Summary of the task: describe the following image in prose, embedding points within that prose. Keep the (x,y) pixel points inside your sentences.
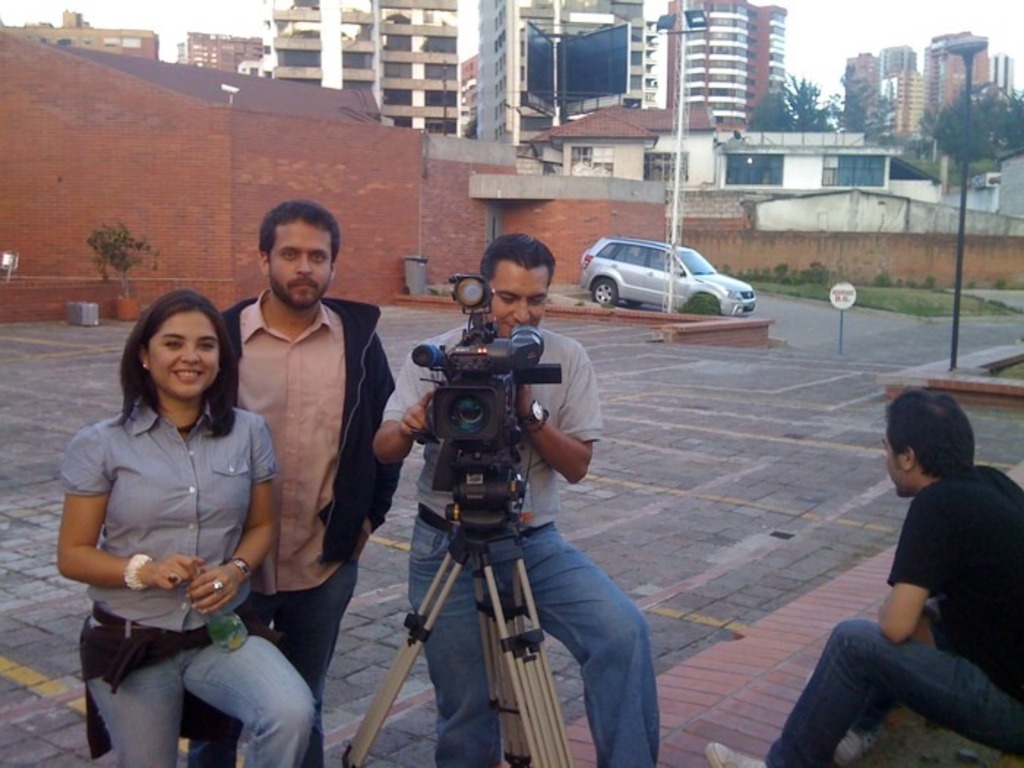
In this image we can see four persons (288,616). In the foreground (553,578) we can see a person (591,433) taking the video. Behind the persons (299,380) we can see a wall (42,312), car (596,290), plants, grass (861,287) and poles (668,257) with lights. In the background (803,140), we can see a group of buildings (417,102) and trees (829,110). At the top (822,59) we can see the sky (856,10).
